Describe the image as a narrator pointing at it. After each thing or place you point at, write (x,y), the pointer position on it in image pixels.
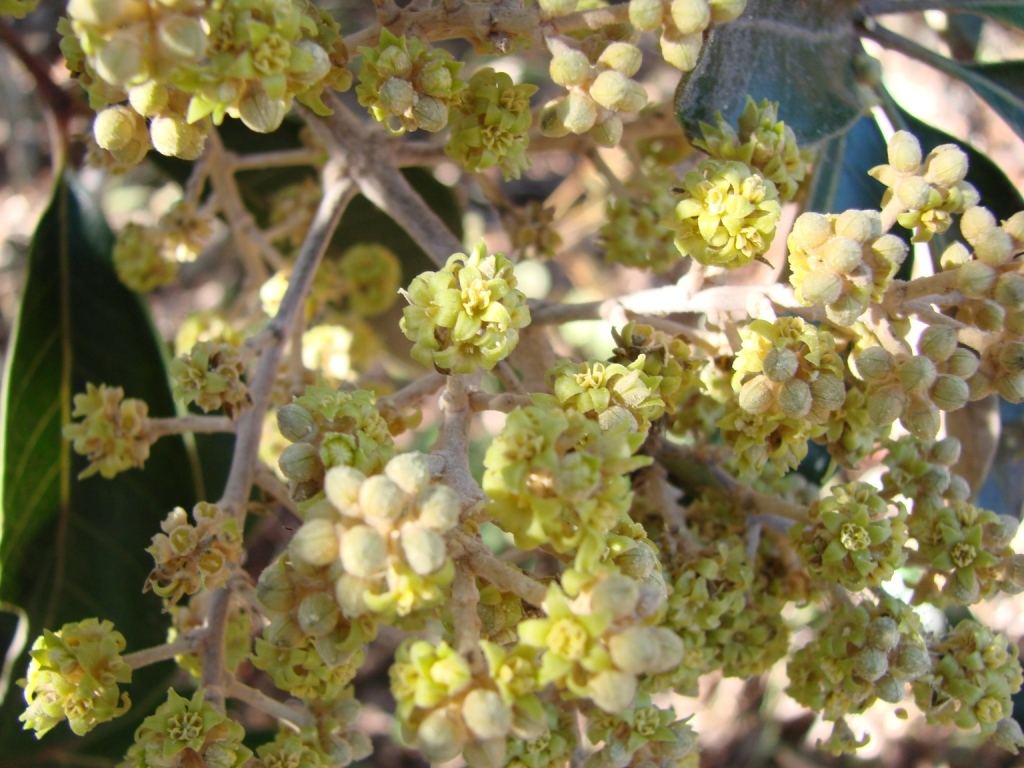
In this picture we can see many flowers (812,667). On the left (25,345) there is a leaf (68,335).
